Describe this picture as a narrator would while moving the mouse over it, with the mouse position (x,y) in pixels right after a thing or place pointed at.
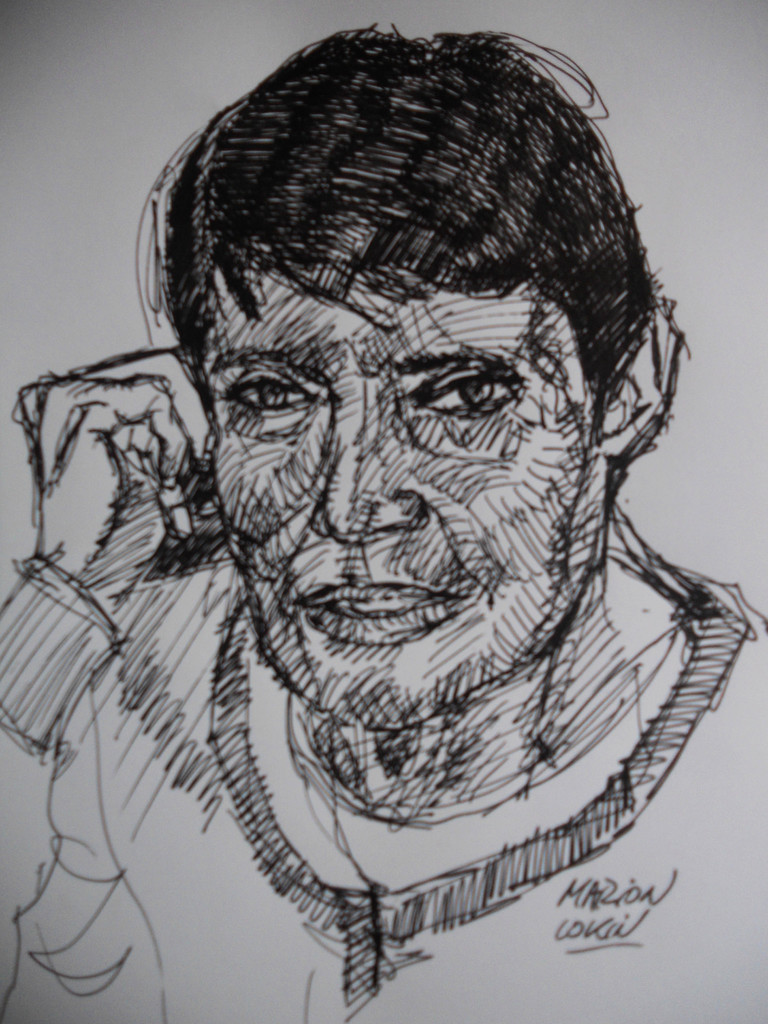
This picture consists of a sketch (263,450) in the image.
